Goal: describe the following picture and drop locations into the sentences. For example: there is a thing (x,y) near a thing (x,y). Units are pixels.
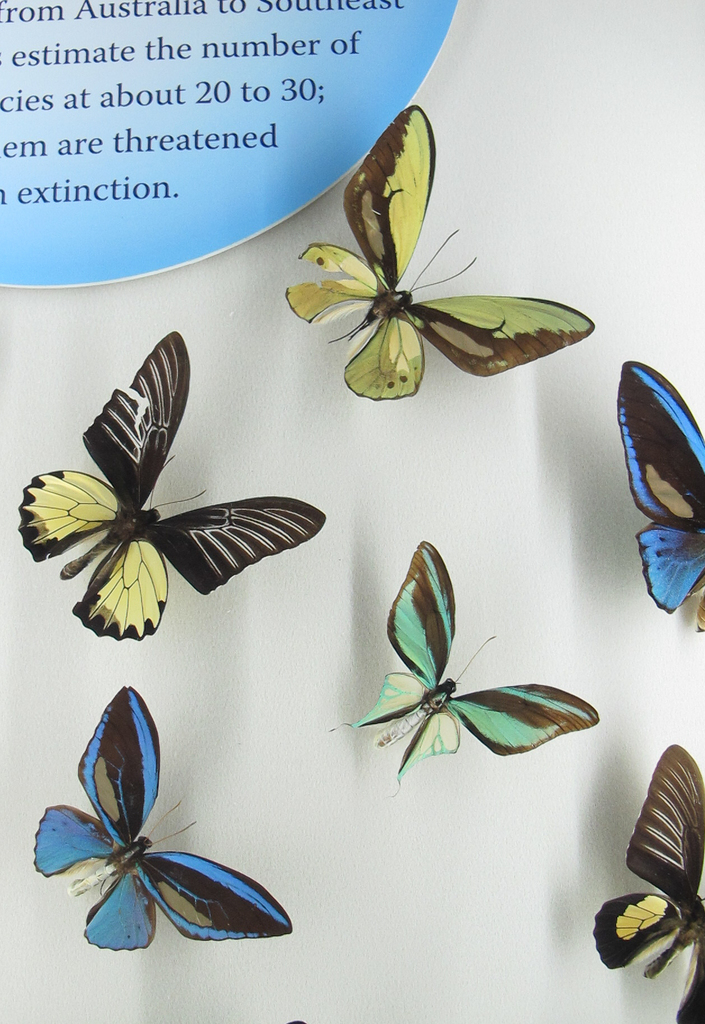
In this image I can see few butterflies (534,353). In the top left (108,134) there is some edited text (93,62). The background (383,983) is in white color.
